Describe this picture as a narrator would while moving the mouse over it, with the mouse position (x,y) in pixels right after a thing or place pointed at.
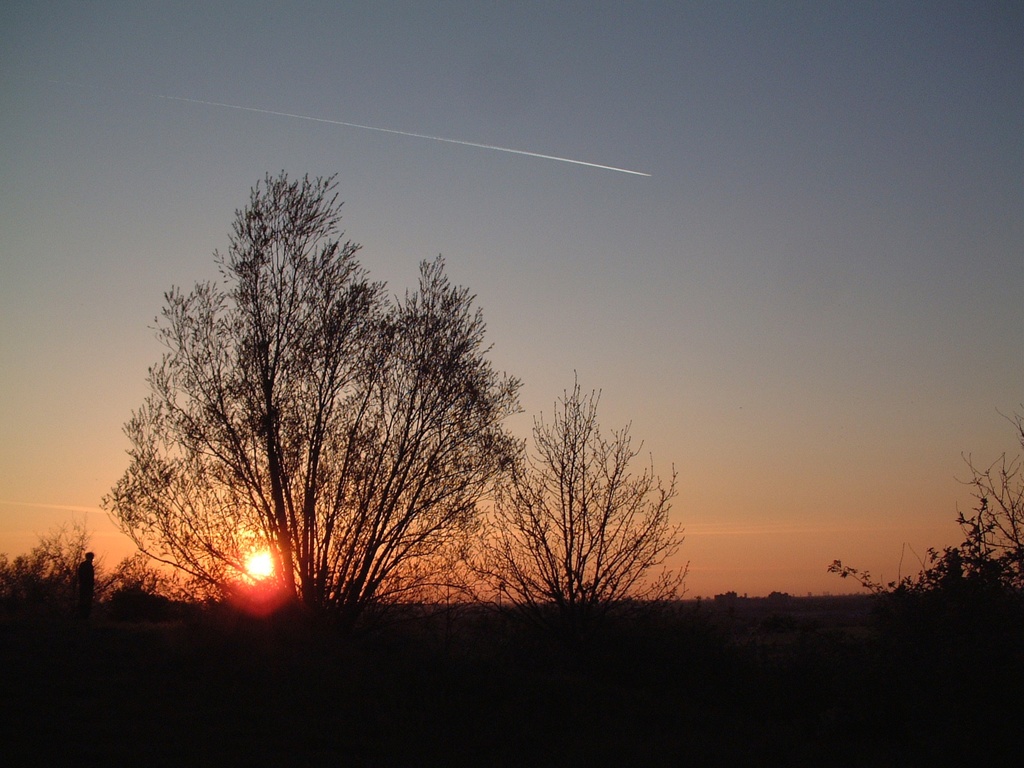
In this image we can see a person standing and at the background of the image (360,611) there are some trees (348,623), sun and clear sky (526,100).
